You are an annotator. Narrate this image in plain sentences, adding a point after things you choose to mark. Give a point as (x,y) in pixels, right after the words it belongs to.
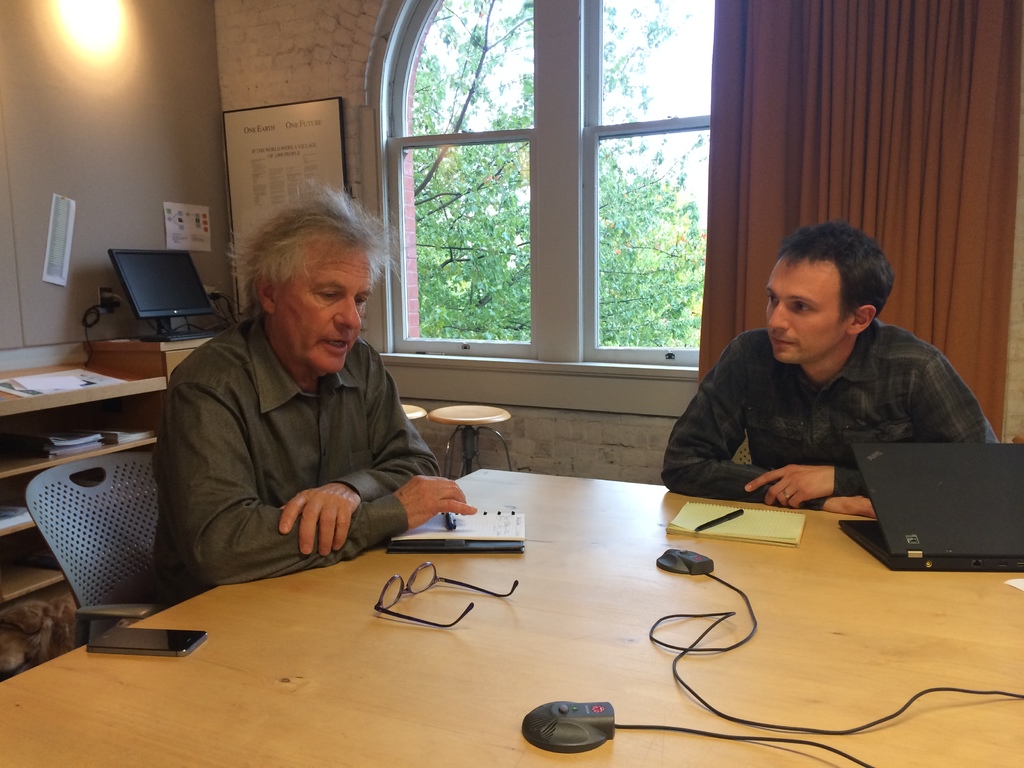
In this image I see 2 men (737,355) who are sitting on chairs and there is table (760,549) in front of them on which there are book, pens (701,527), a laptop (987,485), spectacle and a phone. In the background (988,262) I see the curtain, a window (409,286), light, a monitor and a rack (58,368).
